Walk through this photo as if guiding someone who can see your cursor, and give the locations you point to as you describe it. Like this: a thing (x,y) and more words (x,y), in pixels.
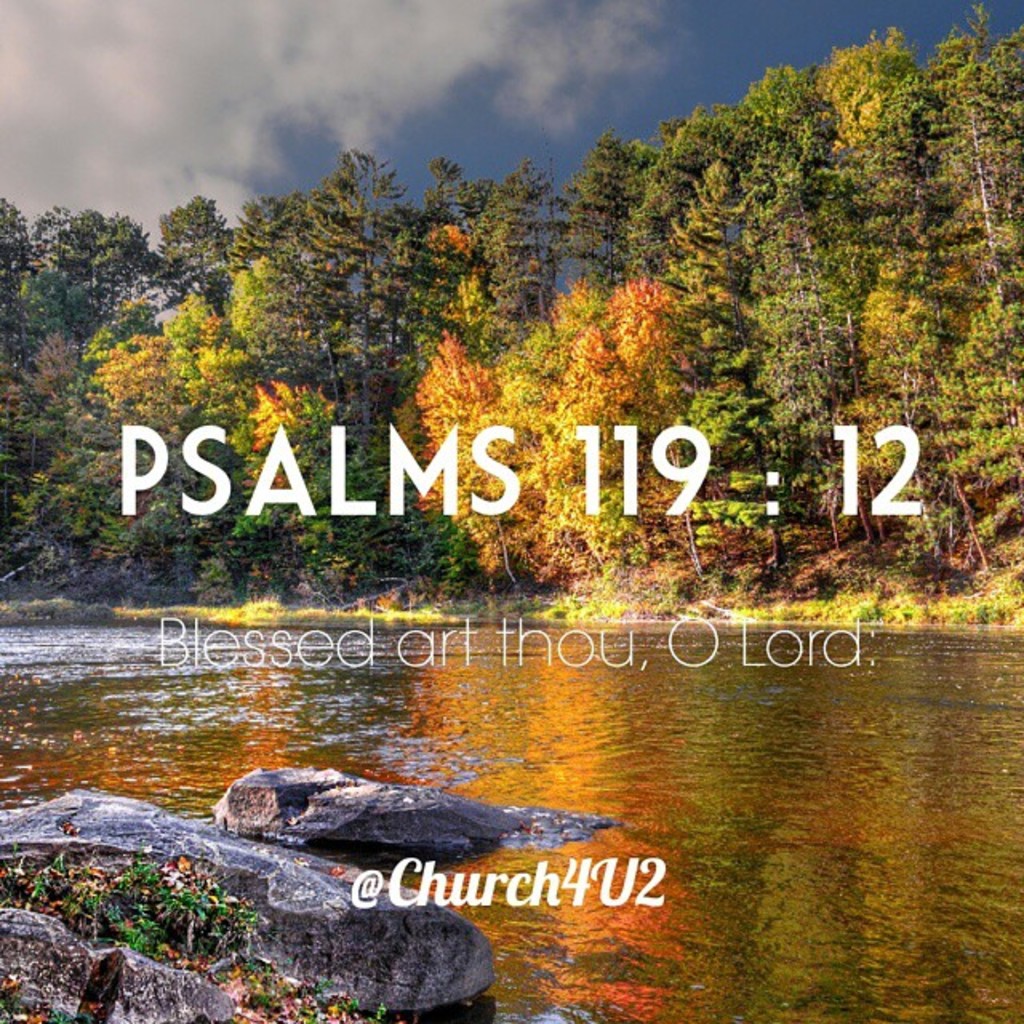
This is the picture of a poster (731,795) and we can see the water (793,819) and some rocks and in the background (393,353), we can see some trees (907,520) and at the top (237,63) we can see the sky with clouds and there is some text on the poster (119,149).
